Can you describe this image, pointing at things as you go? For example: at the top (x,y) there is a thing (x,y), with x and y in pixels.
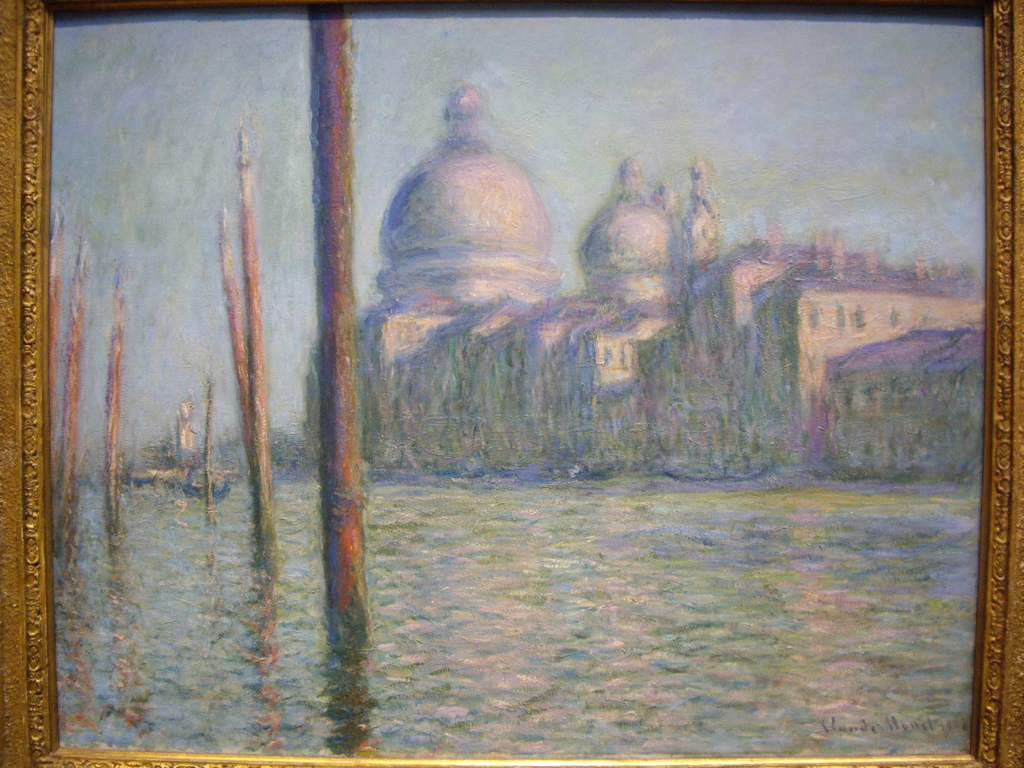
In the foreground of this picture (470,521) we can see the painting (504,542) of a water body (454,503) and the painting (616,431) of the buildings (643,340) and the dome (536,278). In the background (201,189) we can see the sky (267,307) and the bamboos (69,376) and we can see the wooden frame (991,668).
